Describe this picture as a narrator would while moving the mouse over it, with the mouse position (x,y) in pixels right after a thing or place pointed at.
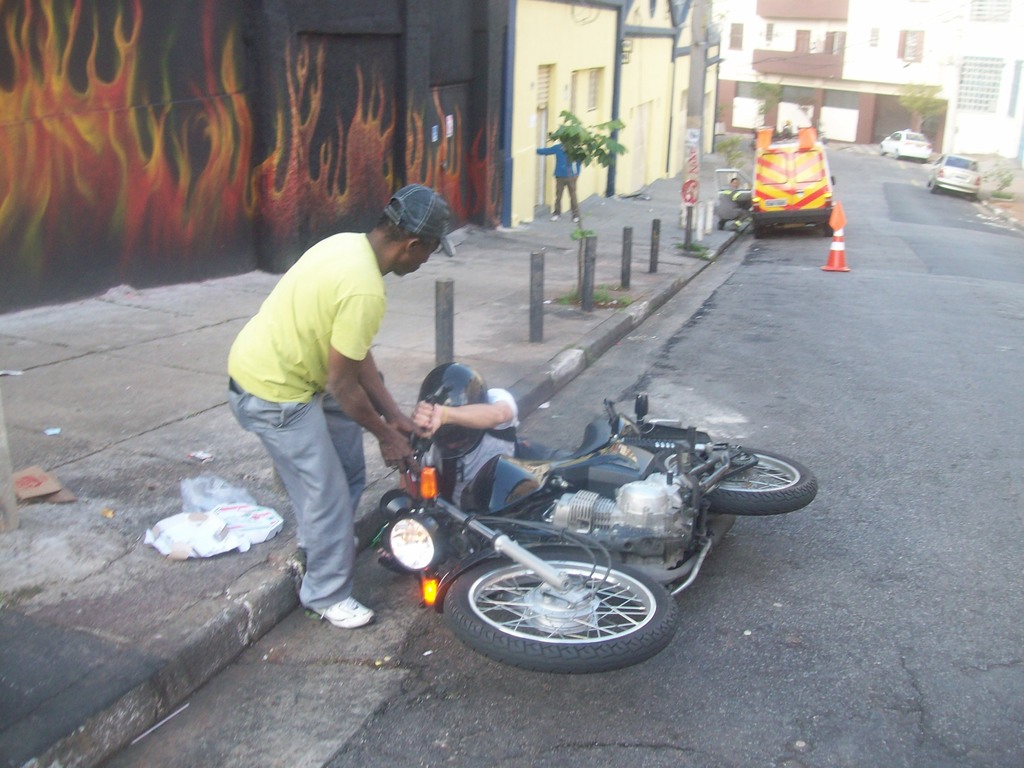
In this picture I can observe two members (460,463) and a bike (621,568) on the road (716,682) in the middle of the picture (589,490). In the background (731,86) there are buildings (731,86) and some cars (883,148) parked on the side of the road (888,176).
